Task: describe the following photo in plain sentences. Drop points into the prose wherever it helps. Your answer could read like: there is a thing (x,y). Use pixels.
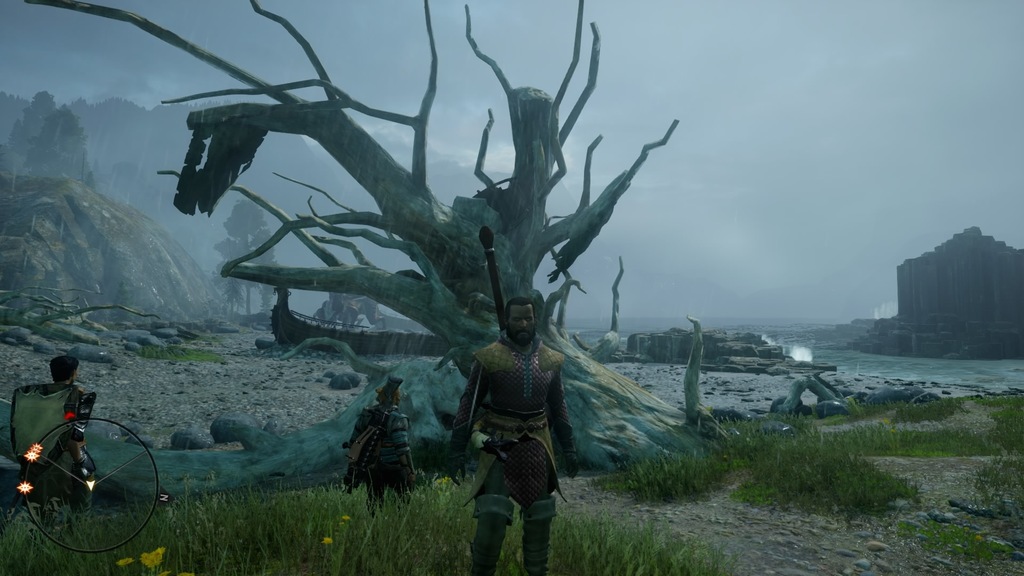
This is an animated image. In this image there are few people (67,403) they are carrying something. On the ground (400,517) there is grass (660,460). In the back (444,273) there are trees (252,206), rocks (12,214) and sky (789,108).
